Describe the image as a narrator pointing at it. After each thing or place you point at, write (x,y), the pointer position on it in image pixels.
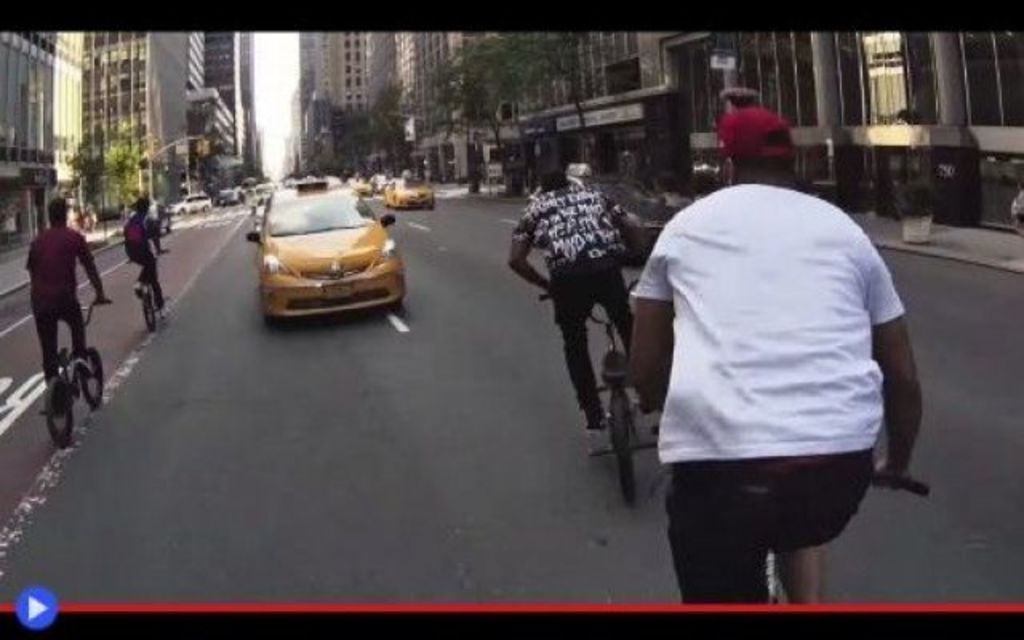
As we can see in the image there are buildings (344,78), trees (517,104), few, cars (402,190) and few people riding bicycles (615,432).
